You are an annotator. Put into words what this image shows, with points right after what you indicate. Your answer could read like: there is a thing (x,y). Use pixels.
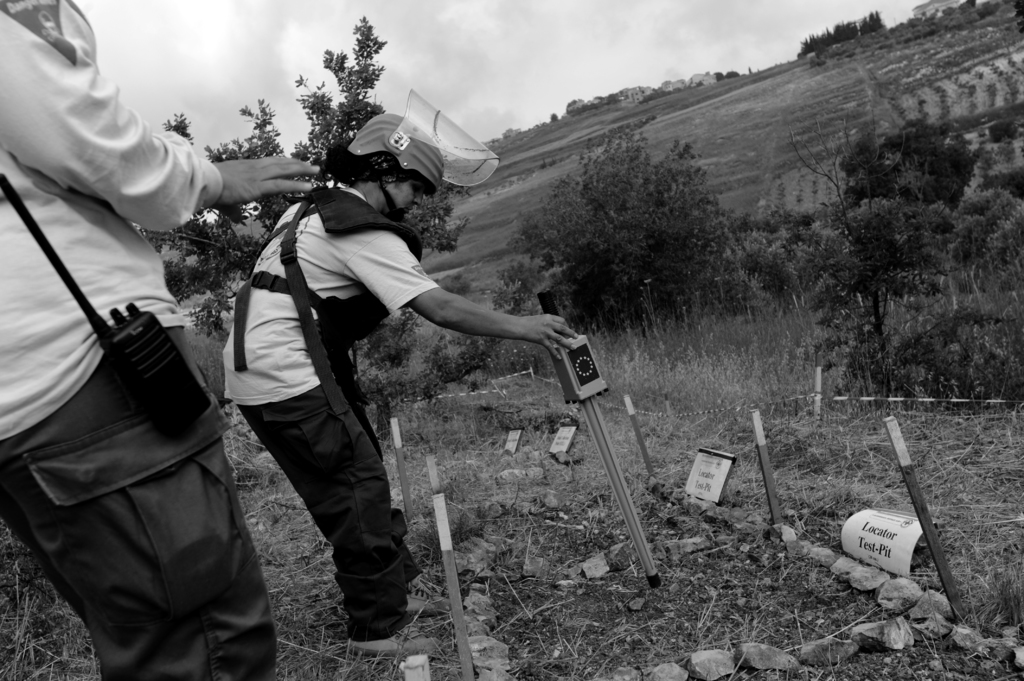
In this image I can see a person (324,274) standing and wearing jacket (339,188) and helmet (379,149). In front (53,66) I can see person (73,138). I can see few poles (462,615), board (871,537) and few stones (898,596) and dry grass (813,482). Back Side I can see trees (823,225). The image is in white and black color.
